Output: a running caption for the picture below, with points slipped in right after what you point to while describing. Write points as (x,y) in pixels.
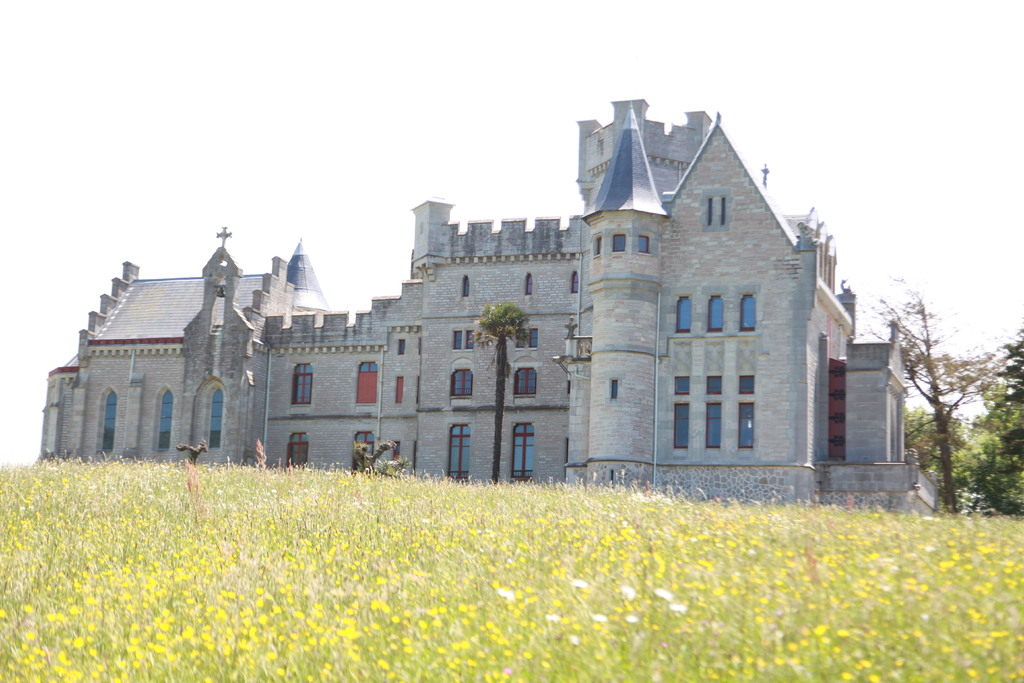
In this image I see a building (370,326) on which there are number of windows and I see few trees (964,485) and I see the plants (241,486). In the background (10,401) I see the sky (18,115).
